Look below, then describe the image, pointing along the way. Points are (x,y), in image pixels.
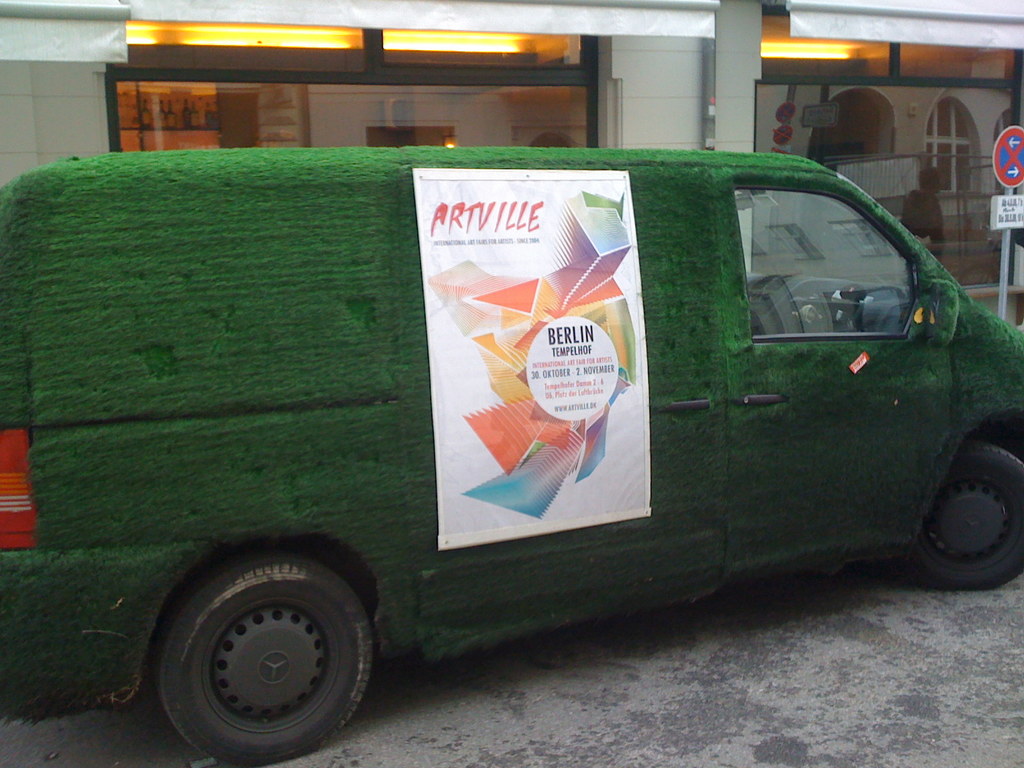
In this picture we can see green color truck (769,492). Here we can see poster (560,403) on the truck (401,350). On the back (306,75) we can see glass door (775,88), lights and other objects (429,26). Here we can see a pipe (708,140) near to the door (549,114). On the right (935,202) there is a person (936,219) behind the glass (950,131) near to the sign board (1018,174).
